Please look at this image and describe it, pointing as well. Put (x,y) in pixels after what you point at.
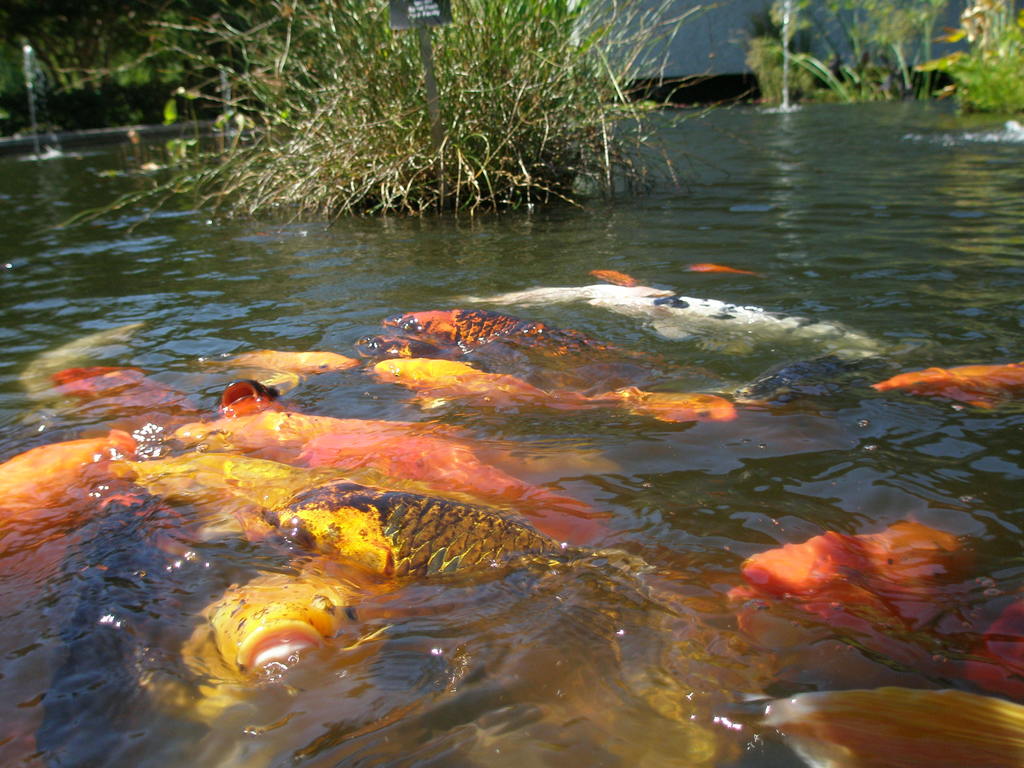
At the bottom of the image (786,642) there is water (520,366) with many fishes (585,409) in it. And at the top of the image (161,85) there are plants (629,95).
